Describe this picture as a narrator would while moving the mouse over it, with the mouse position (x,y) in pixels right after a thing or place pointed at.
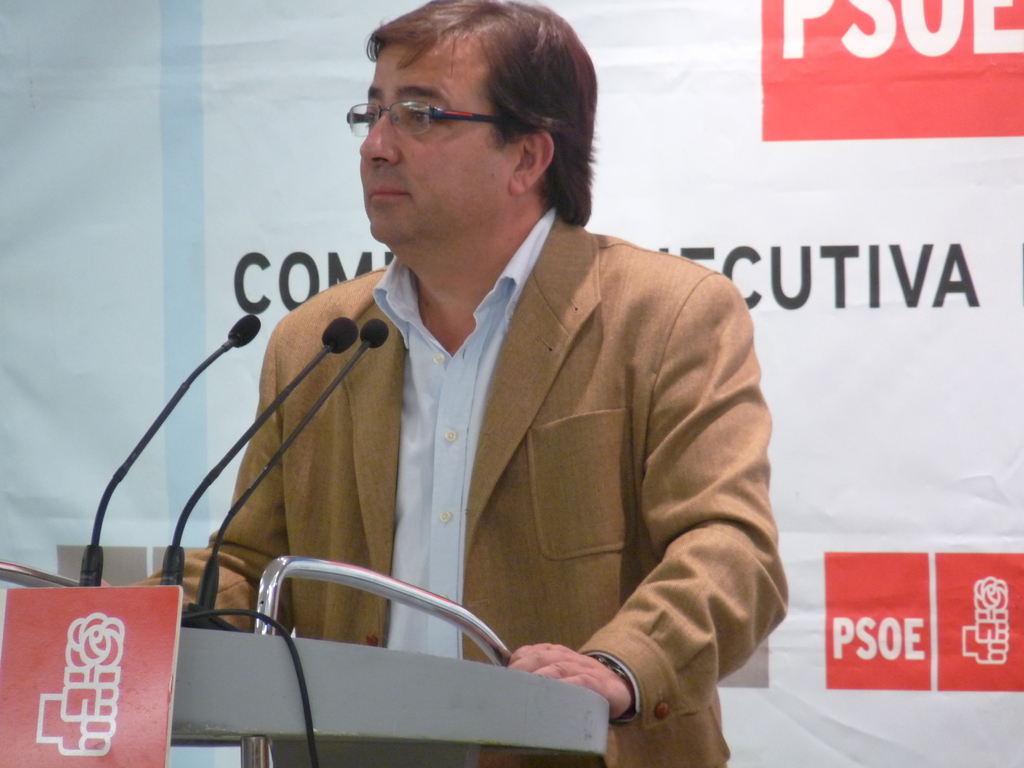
In the center of the image (582,453) we can see one person (543,471) standing and he is wearing glasses (474,121). In front of him, we can see one stand (391,661), microphones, one banner (26,593) and a few other objects (40,583). In the background (10,449) there is a banner (789,228). On the banner (915,361), we can see some text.
